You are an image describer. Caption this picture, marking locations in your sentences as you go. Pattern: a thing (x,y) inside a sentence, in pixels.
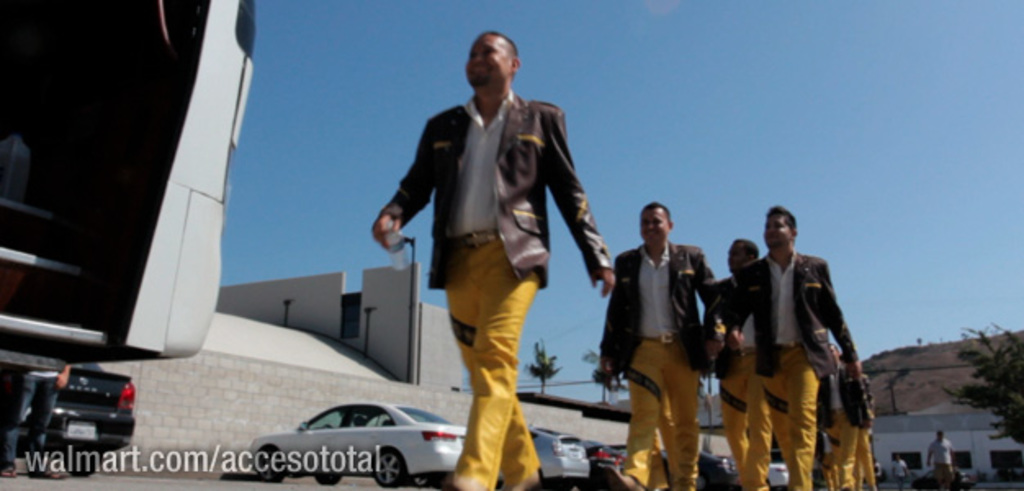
In the image we can see there are people (686,482) walking on the road (274,488) and there are cars (265,471) parked on the road (133,481). Behind there are trees (1003,365) and there are buildings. The sky (305,106) is clear.
